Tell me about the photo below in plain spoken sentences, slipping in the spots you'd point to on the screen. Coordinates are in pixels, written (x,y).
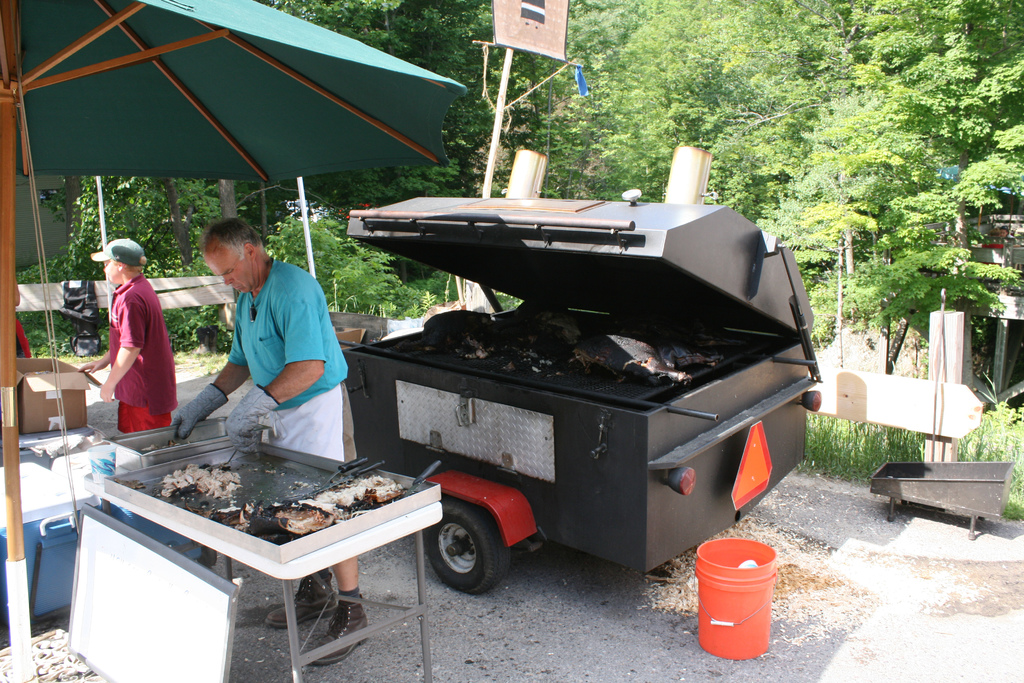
A man (251,417) is standing and trying to cook something, on the left side (169,366) there is another person (115,321), this person (124,250) wore cap (132,258). This is the umbrella (176,65), there are trees (760,129) in this image.
